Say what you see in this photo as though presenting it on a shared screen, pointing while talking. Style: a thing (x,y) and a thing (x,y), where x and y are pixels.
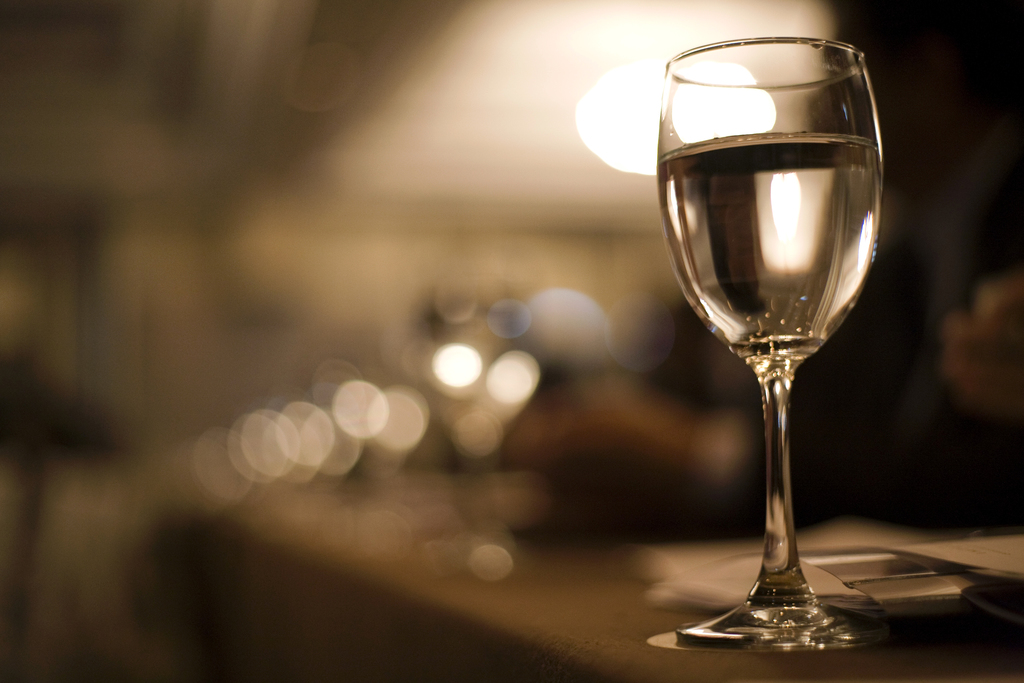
On this table (554,555) we can see a glass of water (787,580) and things (844,589). Background (917,342) it is blur.
